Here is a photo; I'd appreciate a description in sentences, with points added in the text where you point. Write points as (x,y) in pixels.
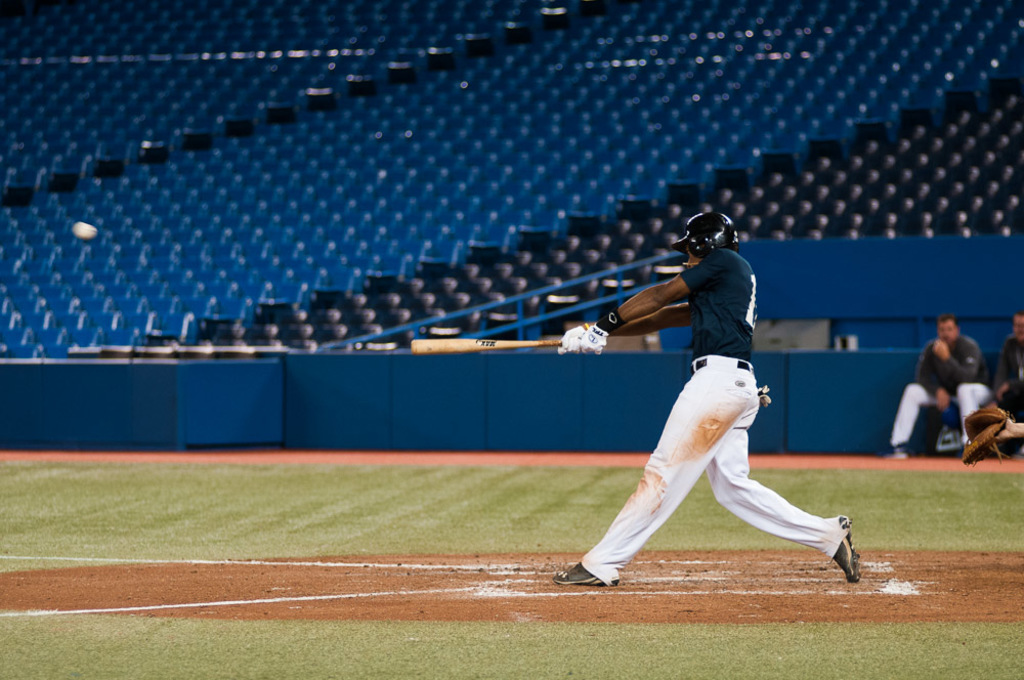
In this there is a man (702,218) who is wearing helmet (708,232), t-shirt (706,308), gloves (597,337), trouser (699,401) and shoe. He is holding a bat (459,341). On the right (904,397) there are two person (973,363) sitting on the chair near to the board (892,406). On the bottom (513,474) we can see grass (511,477). On the top (669,81) we can see stadium (280,231) and chairs (757,146).
